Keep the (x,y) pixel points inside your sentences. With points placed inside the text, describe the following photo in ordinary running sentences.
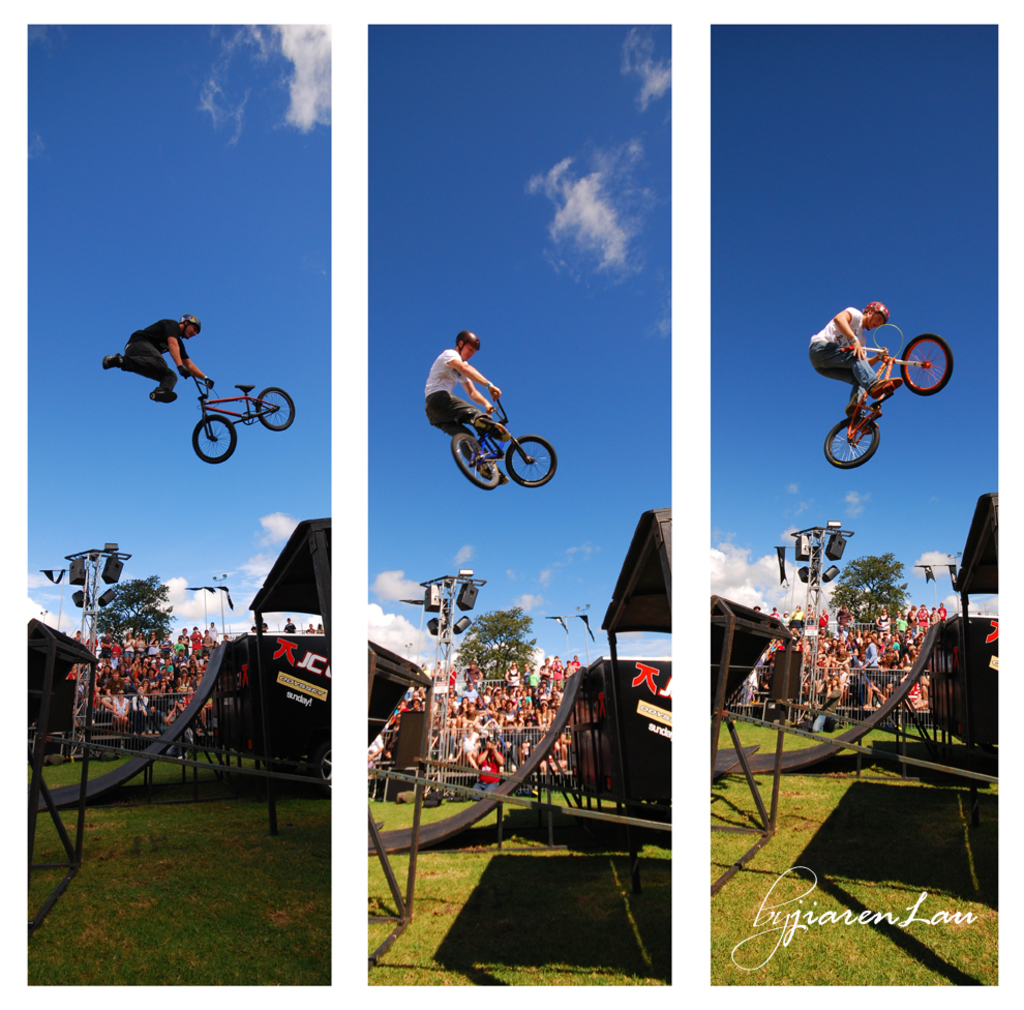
It is a collage picture. Here few people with bicycles (918,366) are in the air (421,457). At the bottom (657,887), we can see grass (278,931), few objects (84,655), rods (969,691), group of people (914,707), trees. Right side (879,917) bottom corner, there is a watermark (858,923) in the image.
